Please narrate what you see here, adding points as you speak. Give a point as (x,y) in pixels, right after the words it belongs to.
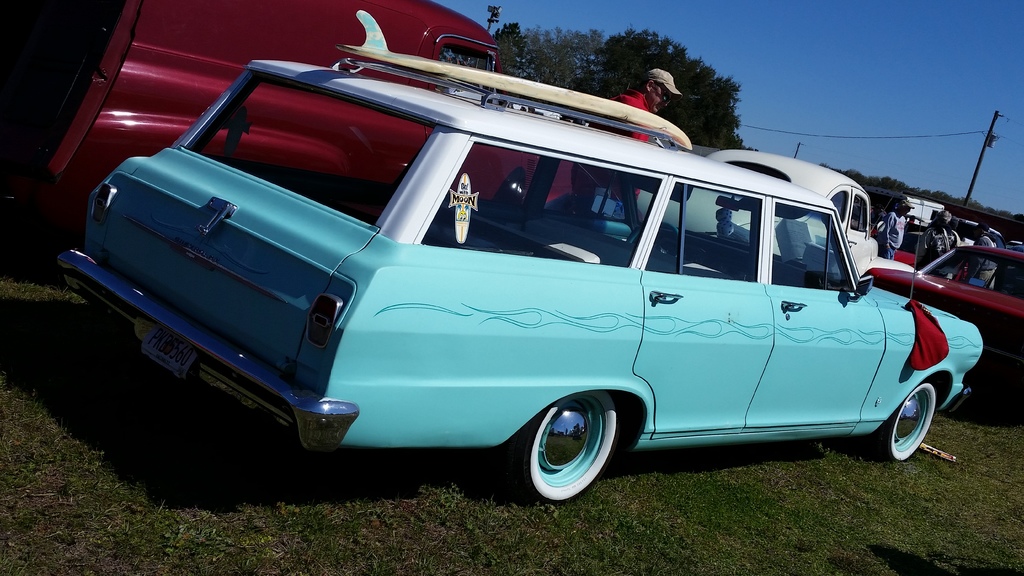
In this picture I can see vehicles (703,243), there are group of people (635,129) standing, there are poles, trees (550,68), and in the background (869,62) there is sky (876,68).
